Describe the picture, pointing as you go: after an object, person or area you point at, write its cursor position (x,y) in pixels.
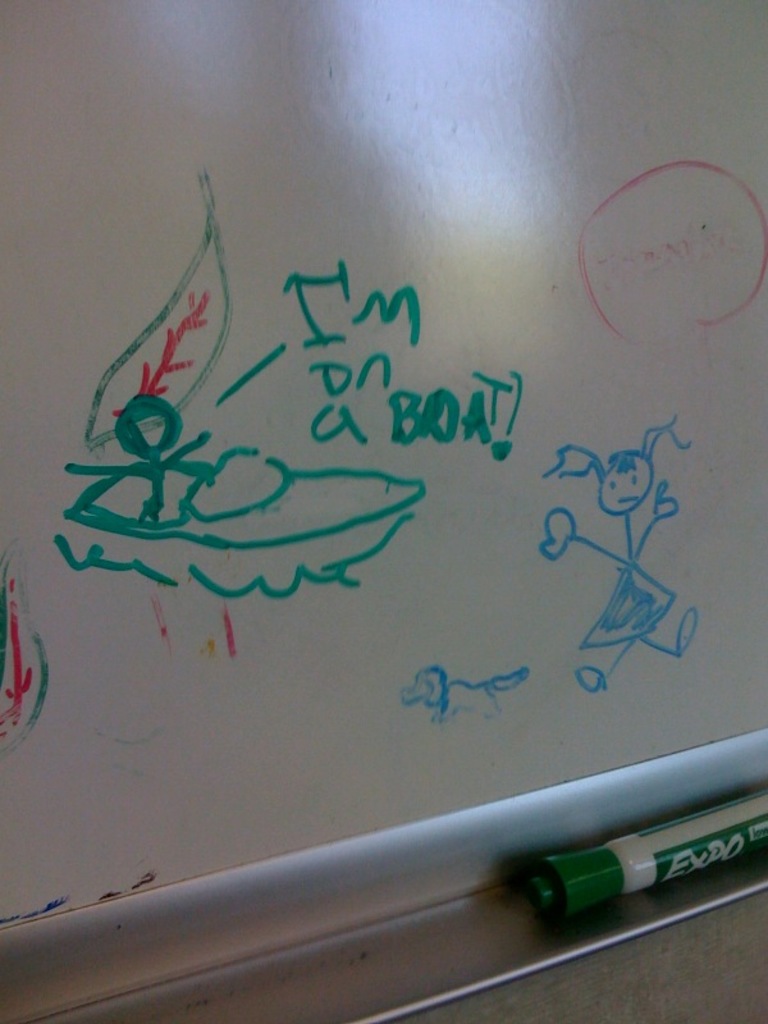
This is the picture of a board (484,501). In this image there is a sketch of a person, dog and the boat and there is a sketch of leaves (193,372) and there is a text (497,395) on the board (544,408). At the bottom (767,839) there is a marker (756,849).
